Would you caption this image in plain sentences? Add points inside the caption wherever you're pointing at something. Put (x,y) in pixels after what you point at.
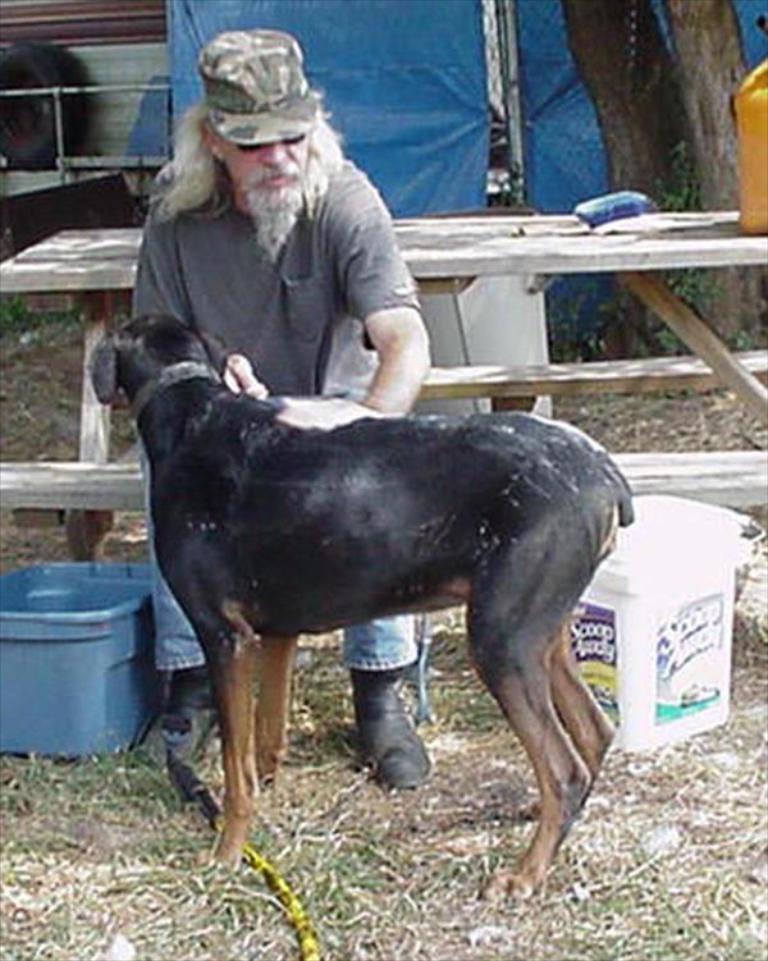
In this image, we can see a person (372,385) and a dog (337,500). We can see the ground (313,690) with some objects (42,582). We can also see some grass (525,761) and the wooden bench (474,226). We can also see an object (742,198) on the right (767,153). In the background (538,162), we can see the blue colored object (544,131) and the fence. We can also see the trunk (608,7) of a tree (729,46). We can see a tyre (56,72).
